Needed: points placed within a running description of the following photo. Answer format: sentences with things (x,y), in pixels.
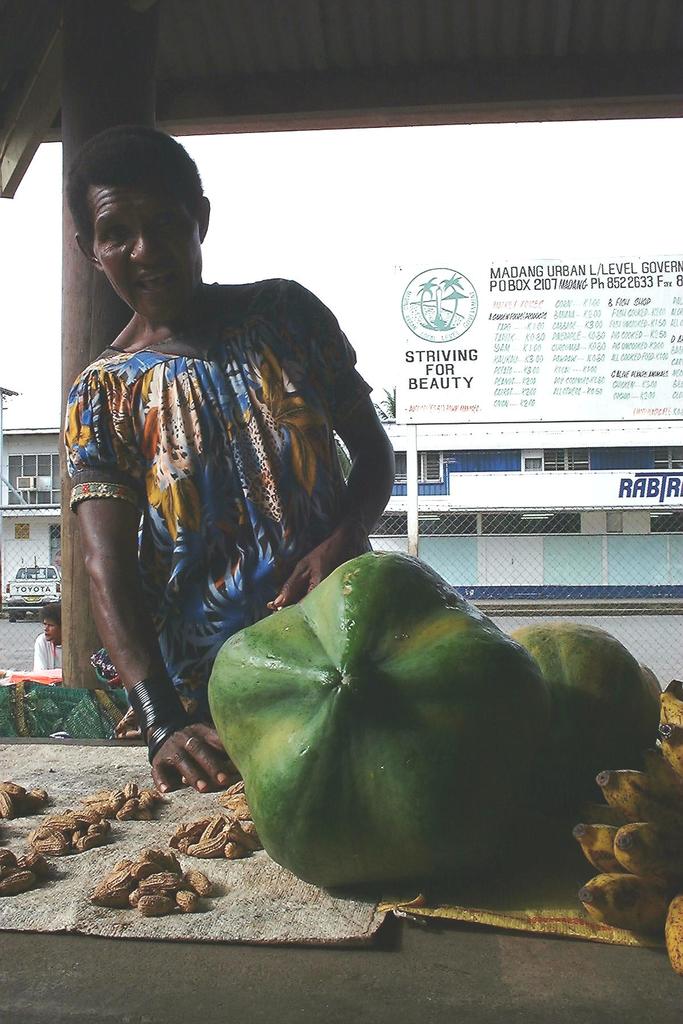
In this picture I can see a person (212,411) in front of the table (46,959), on which we can see some fruits (442,715), nuts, behind we can see a person (49,652), fencing (31,547), vehicles (28,579), buildings (45,544).
